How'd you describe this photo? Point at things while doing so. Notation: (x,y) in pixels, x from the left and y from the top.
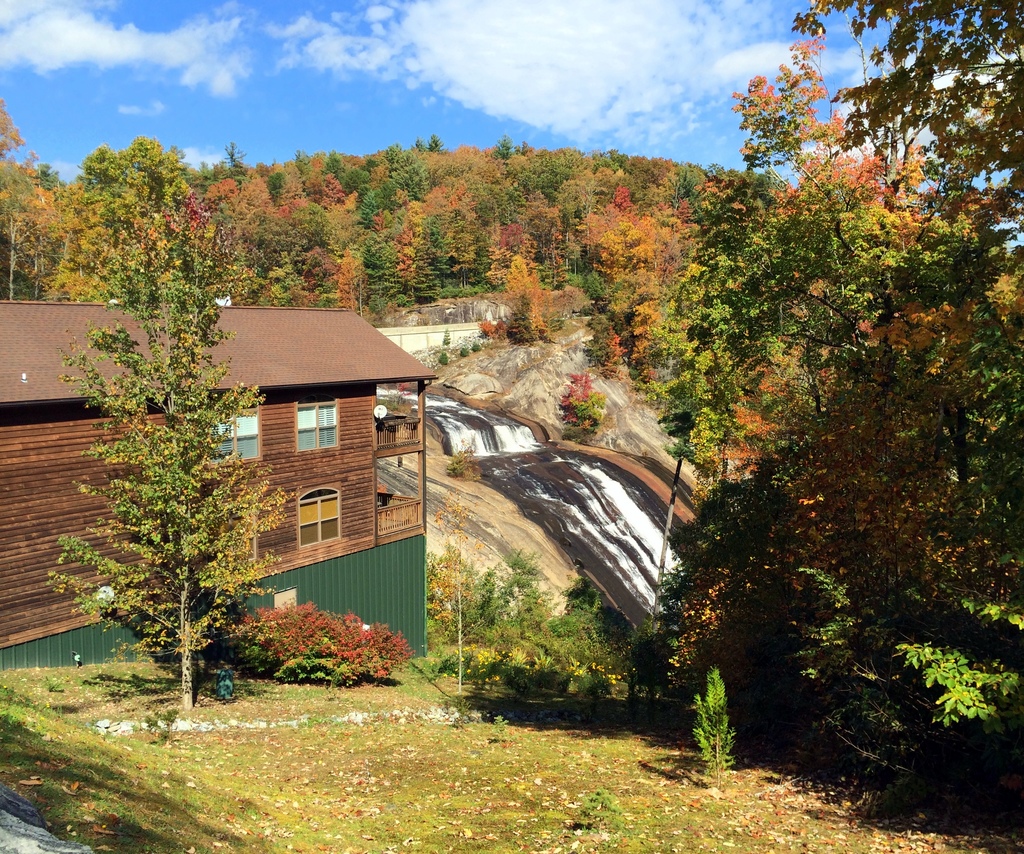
In the image we can see the building (309,453) and these are the windows (319,492) of the building (335,441). We can even see there are trees (872,360), water flow (661,530), grass (553,734), rocks (468,503) and the sky (423,84).
